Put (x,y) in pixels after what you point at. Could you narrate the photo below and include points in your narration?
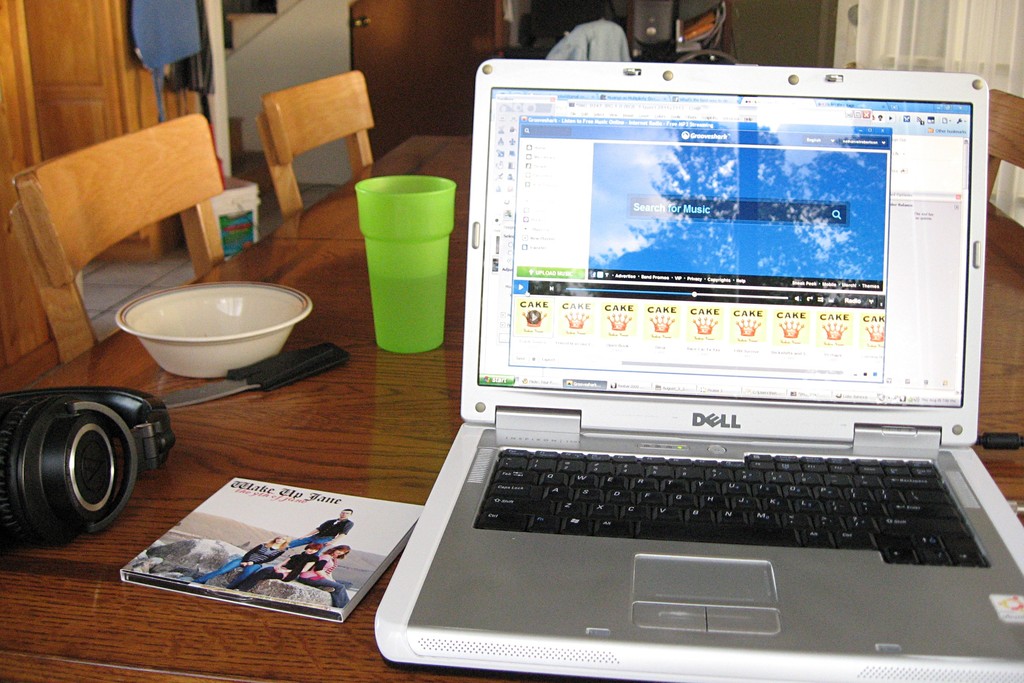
This is the picture of a table (415,432) on which there are some things (239,345) placed like laptop (489,236), glass (434,220), headphones (18,406) and some other things (346,598) and also we can see some chairs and some other things (68,41) around the table (22,571).
